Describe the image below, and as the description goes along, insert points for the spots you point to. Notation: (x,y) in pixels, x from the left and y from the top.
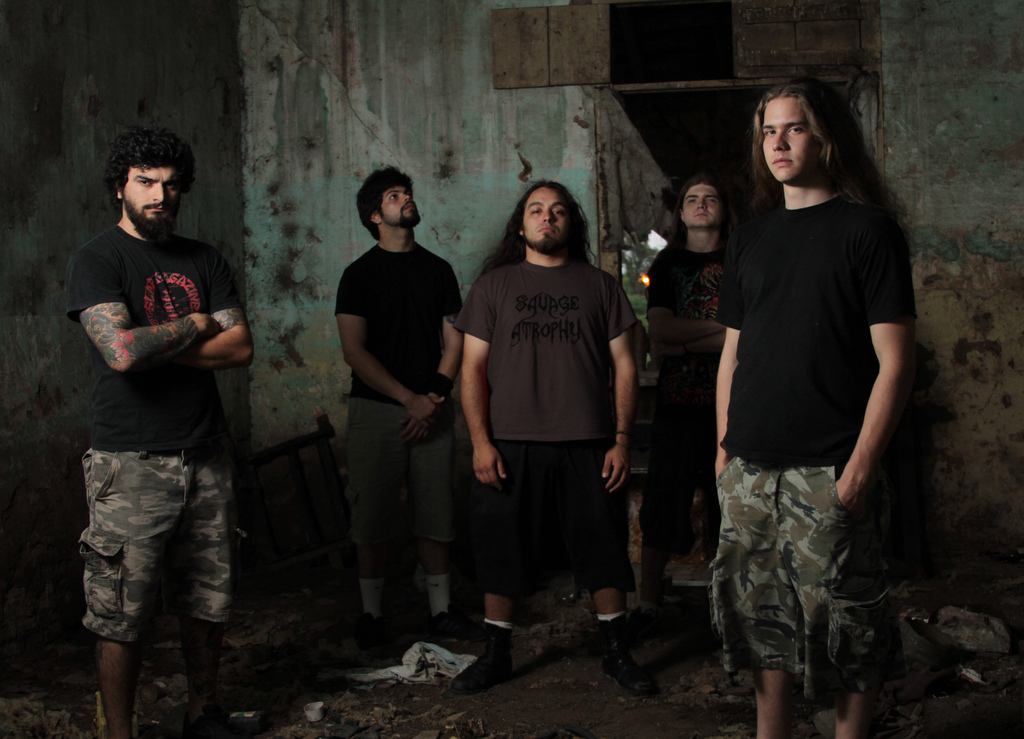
This picture is clicked inside the room (78,384). In the center (417,373) we can see the group of persons (584,286) wearing t-shirt (163,270), shorts (150,471) and standing on the ground (611,701) and we can see there are some objects (376,683) lying on the ground (552,722). In the background (937,359) we can see the wall (977,243) a wooden object (760,34) and some other objects (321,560).
